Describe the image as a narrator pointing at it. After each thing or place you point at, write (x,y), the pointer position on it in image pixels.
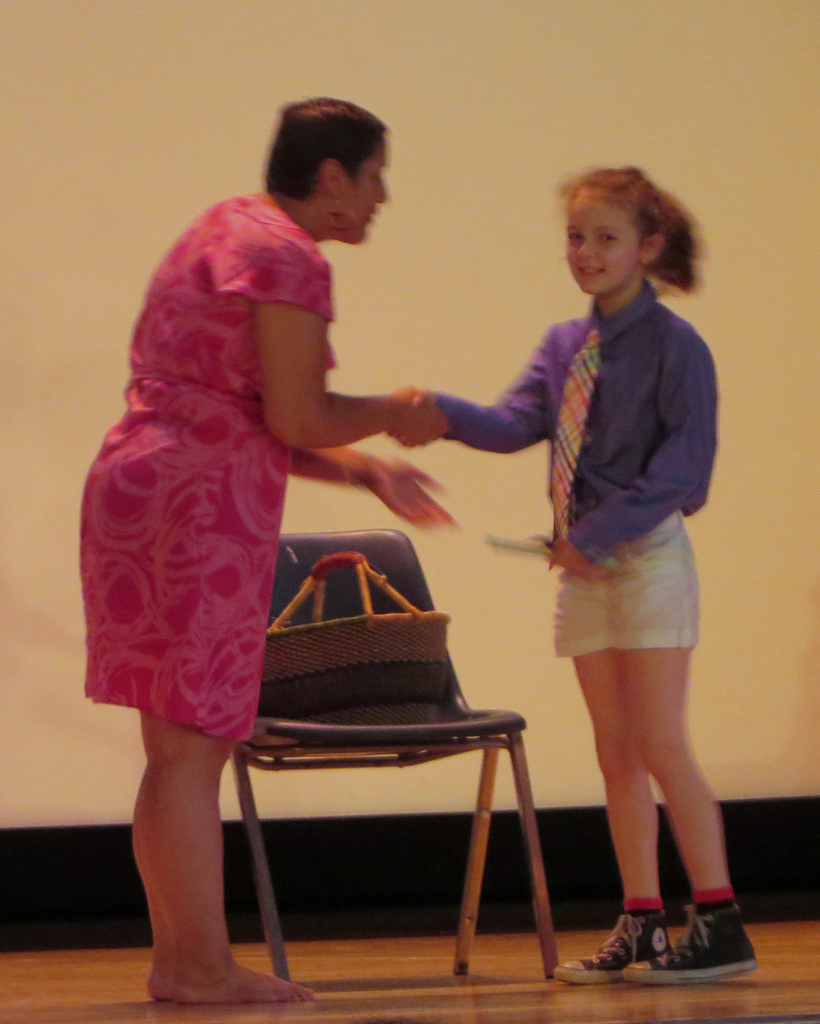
In this picture woman (200,441) is standing and she is holding the hand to opposite girl (618,423). the girl (622,539) is holding a paper (542,553) in another hand (560,554) in between them there is a chair (486,728) on the chair (535,847) we have a basket (364,708).
